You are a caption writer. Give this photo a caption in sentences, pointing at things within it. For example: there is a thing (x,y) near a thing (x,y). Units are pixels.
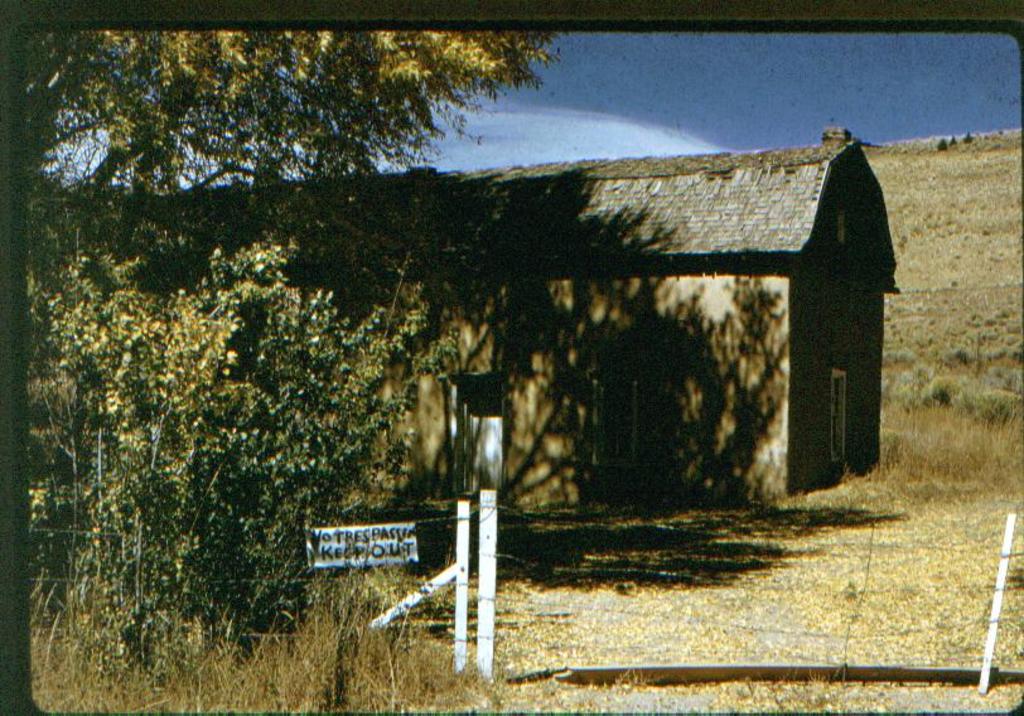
In this picture, we can see house (632,342), ground (707,572) with dry leaves (660,605), and we can see plants (360,616), trees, fencing (380,621), board (334,561) with some text (349,546) and the sky (684,131) with clouds (544,129).
